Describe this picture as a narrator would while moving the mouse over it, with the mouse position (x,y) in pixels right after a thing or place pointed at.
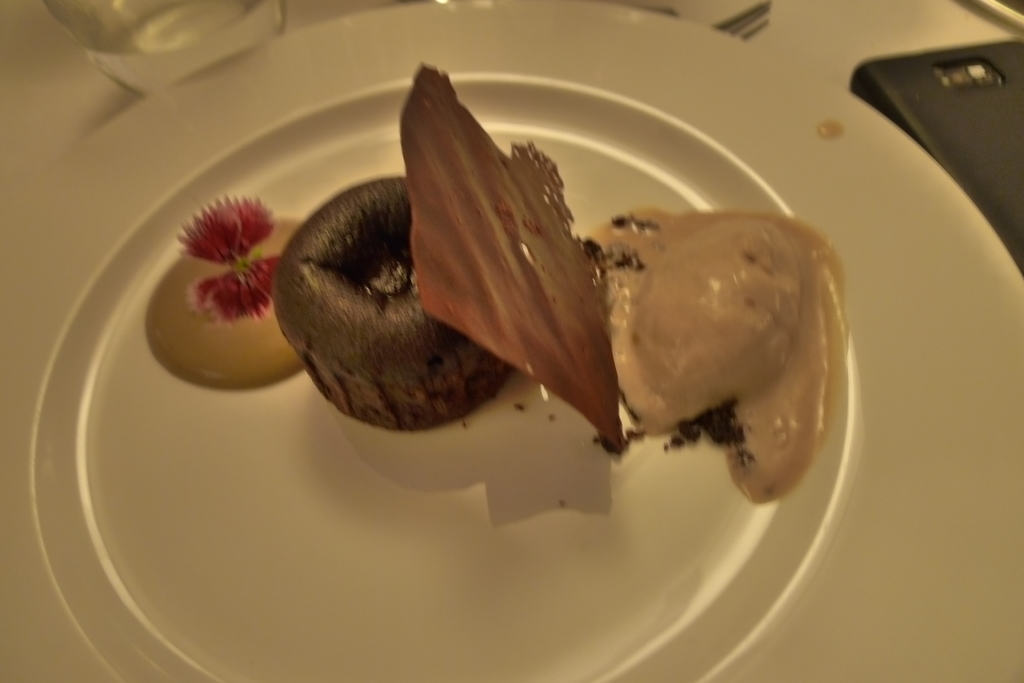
In the center of the image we can see one table (860,20). On the table (816,17), we can see one glass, plate (552,51), fork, phone (990,122) and a few other objects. In the plate (762,90), we can see one cupcake (421,389), ice cream (726,343) and some food items (503,328).
